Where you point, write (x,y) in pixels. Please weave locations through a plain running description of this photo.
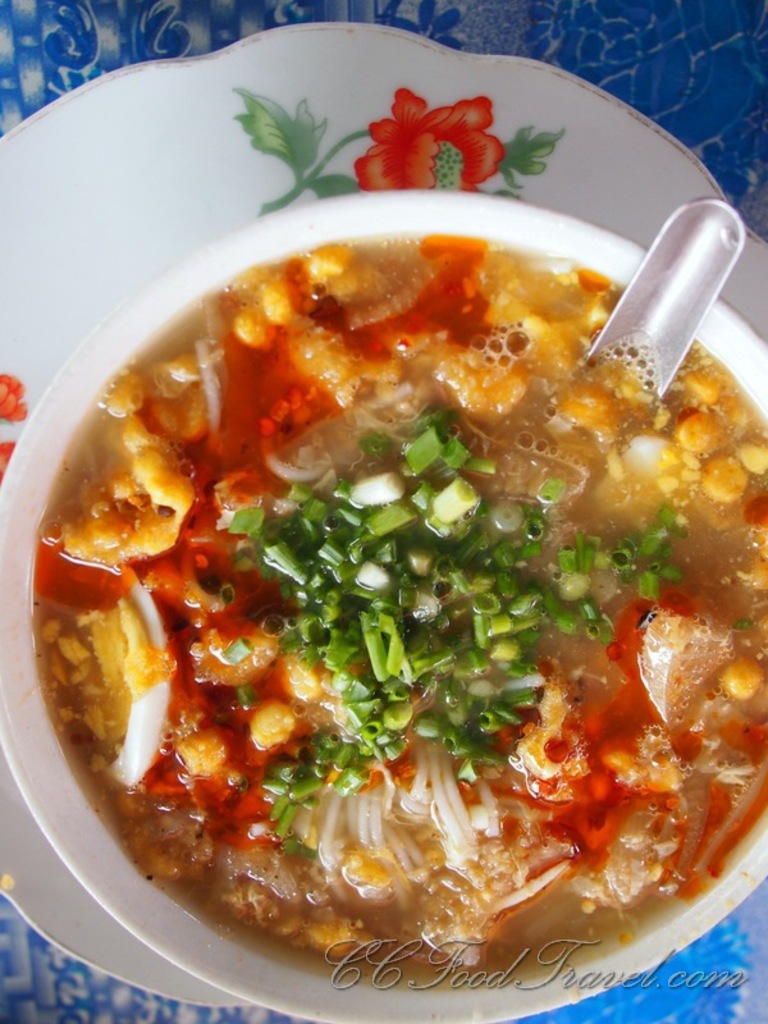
In this image I can see the blue and white colored surface (725,49) and on it I can see a white colored plate (197,101). On the plate (186,129) I can see a bowl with a food item (248,575) in it which is yellow, red, green and white in color. I can see a spoon (641,340) in the bowl (756,341).
